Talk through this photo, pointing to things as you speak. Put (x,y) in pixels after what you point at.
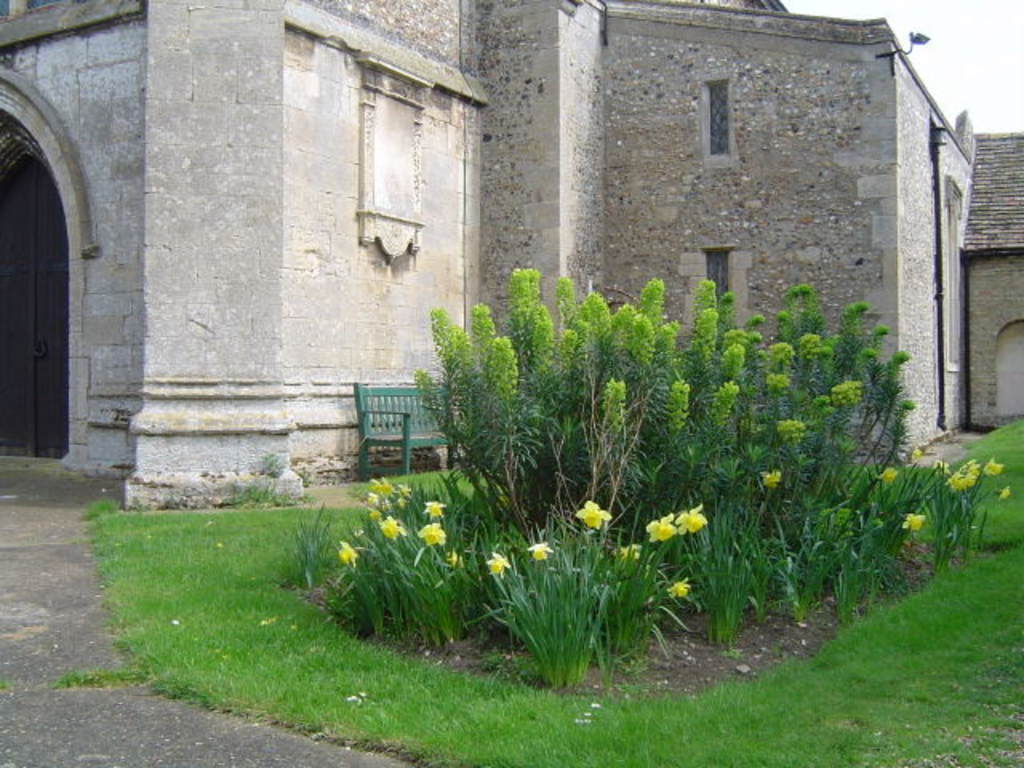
In the center of the image (489,478) there are plants (547,491) and flowers (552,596). At the bottom of the image (741,709) there is grass (817,706) on the surface (796,716). In the background of the image (654,234) there are buildings (815,144). In front of the building (261,412) there is a bench (402,405). On the left side of the image (35,247) there is a closed door (16,322). At the top of the image (970,63) there is sky (982,47).
